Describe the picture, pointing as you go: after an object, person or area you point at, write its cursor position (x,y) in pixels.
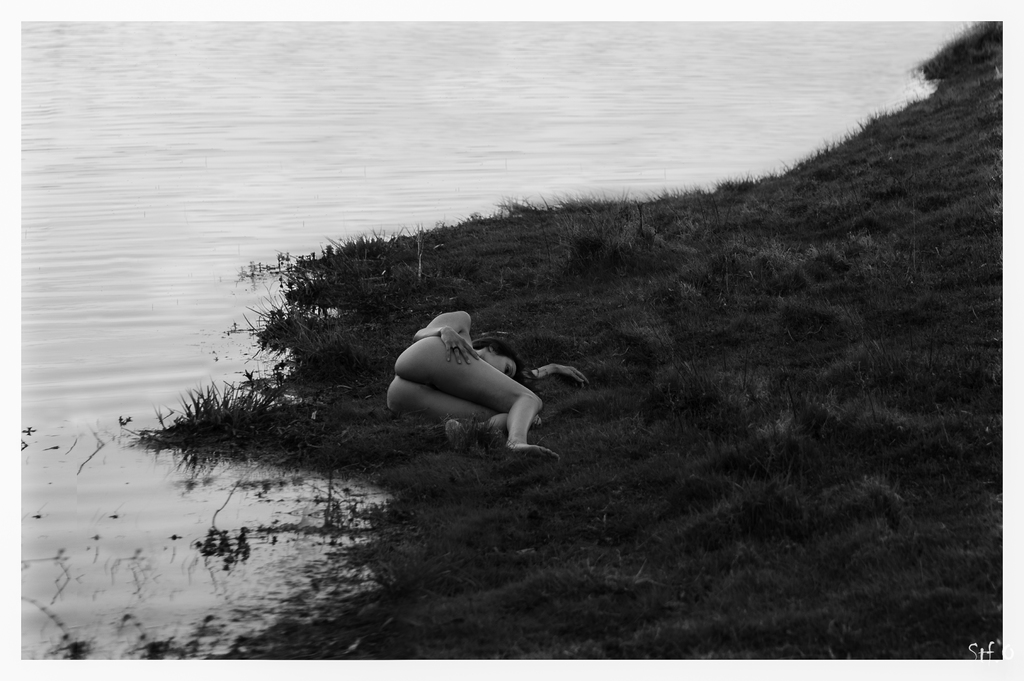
It looks like a black and white picture. We can see a person (432,373) is lying on the grass path (408,426) and behind the person (438,342) there is water (322,162).
